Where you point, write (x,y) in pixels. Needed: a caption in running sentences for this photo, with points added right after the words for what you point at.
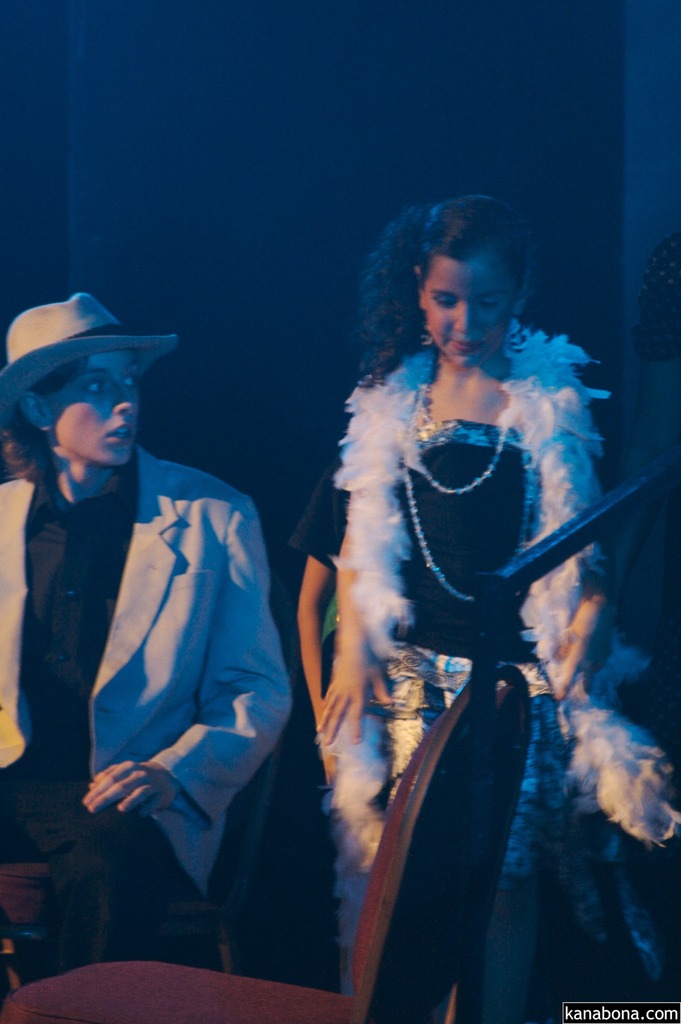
In this image a woman (545,338) is standing beside to a person (152,649) wearing suit (152,649). He is sitting on the chair (246,823). He is wearing a cap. Background (553,284) there is wall (568,264). Before them there is a chair (397,955).
